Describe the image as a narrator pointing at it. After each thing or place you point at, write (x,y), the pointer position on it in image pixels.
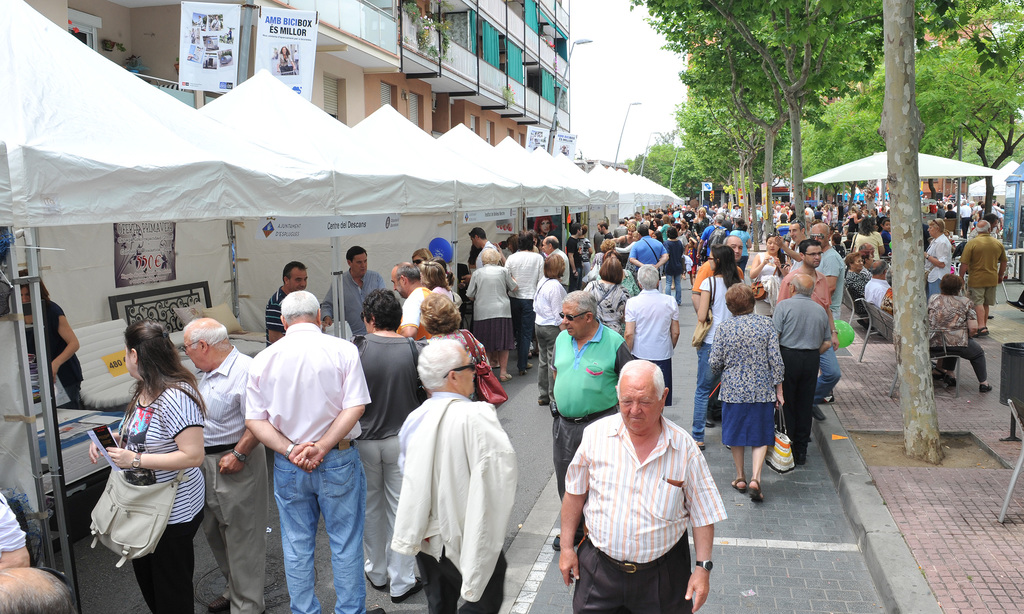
In this image I can see the ground (793,524), number of persons (701,373) are standing on the ground (689,391), few trees (948,16) which are green in color, few white colored tents (284,123), few benches (877,316), few persons (967,313) sitting on benches (881,315), few buildings (434,63), few banners (215,25), few poles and in the background (589,121) I can see the sky (631,73).
